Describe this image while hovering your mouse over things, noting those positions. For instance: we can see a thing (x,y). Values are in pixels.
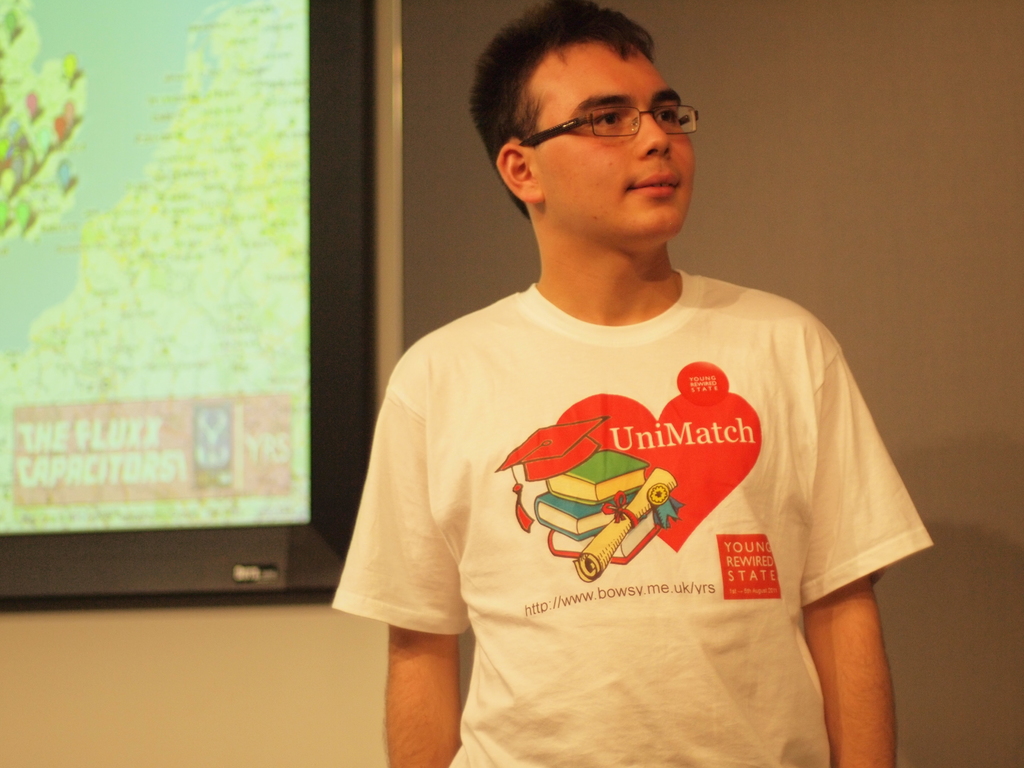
In this image, we can see a person (757,376) wearing spectacles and standing. In the background (853,274), we can see the wall (267,605) and a board (270,551) with some images (124,271) and text (134,468) on it.
